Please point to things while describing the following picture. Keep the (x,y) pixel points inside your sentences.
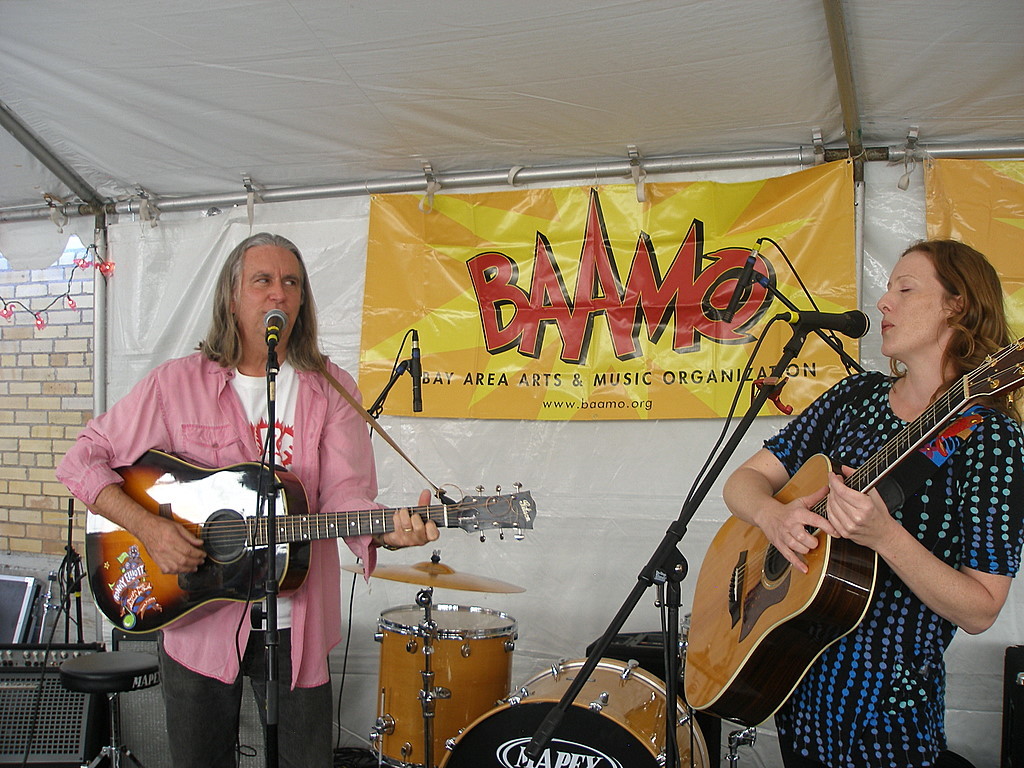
As we can see in the image there is a brick wall (71,377), banner (492,359), two people (334,466) singing and holding guitar (782,615) in their hands (187,540) and in the middle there are musical drums (479,683).
